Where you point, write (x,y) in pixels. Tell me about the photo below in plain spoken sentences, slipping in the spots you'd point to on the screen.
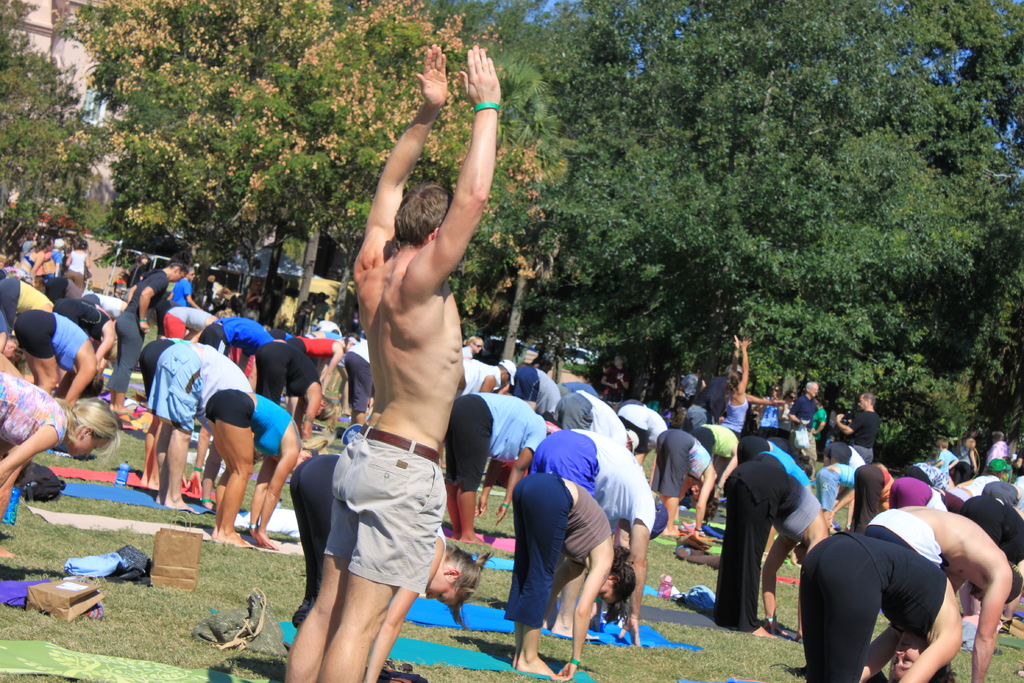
In this image there are so many people (370,398) doing yoga on the grass (144,544), beside them there are so many trees (699,96) and buildings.
